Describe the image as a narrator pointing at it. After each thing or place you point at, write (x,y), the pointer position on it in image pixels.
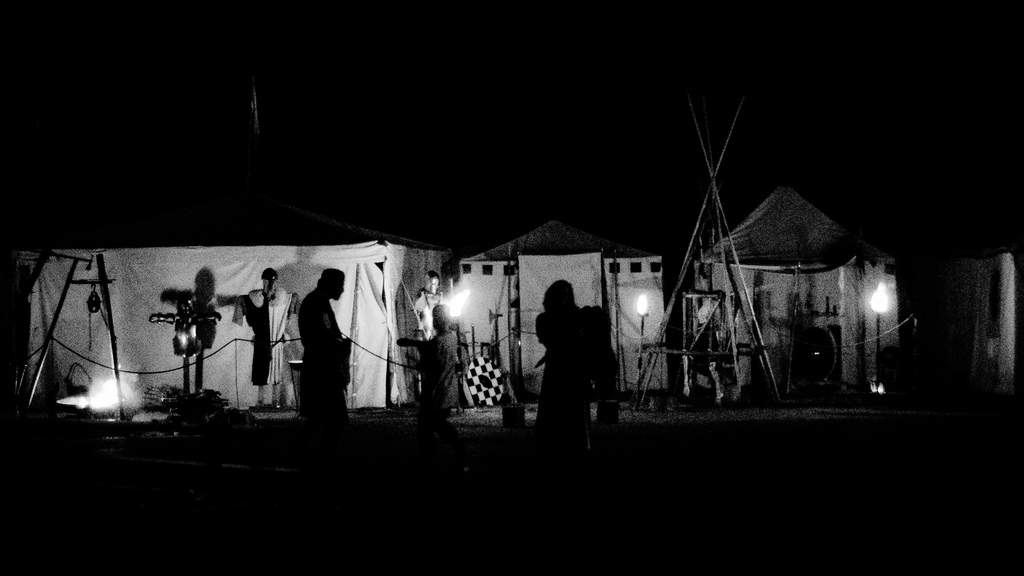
In the picture we can see a night view of some tents (1001,335) with lights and some people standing in the dark and behind the tents (1007,341) we can see the dark.
